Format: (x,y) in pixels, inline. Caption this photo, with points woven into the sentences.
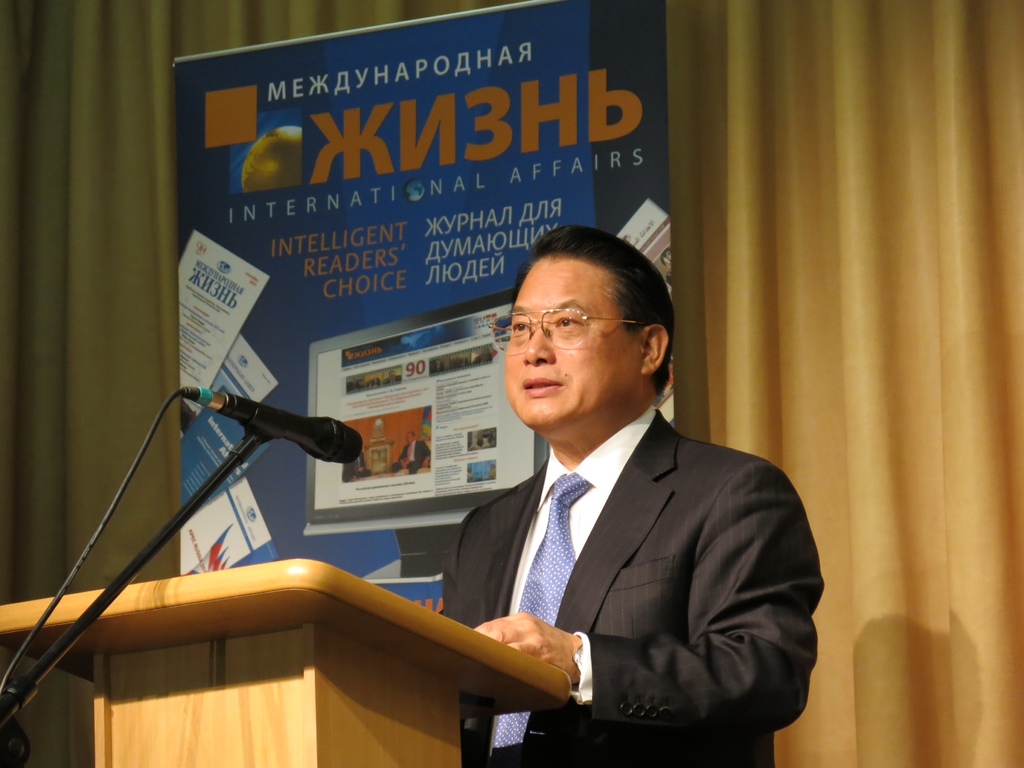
Here I can see a man (628,546) wearing a suit (599,550) and standing in front of the podium (240,686) facing towards the left side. On the left side (8,696) there is a mike stand (225,465). At the back of him there is a banner (418,171) on which I can see some text (404,154) and an image (422,444) of a monitor (392,392). Behind the banner (492,175) there is a curtain (911,266).
